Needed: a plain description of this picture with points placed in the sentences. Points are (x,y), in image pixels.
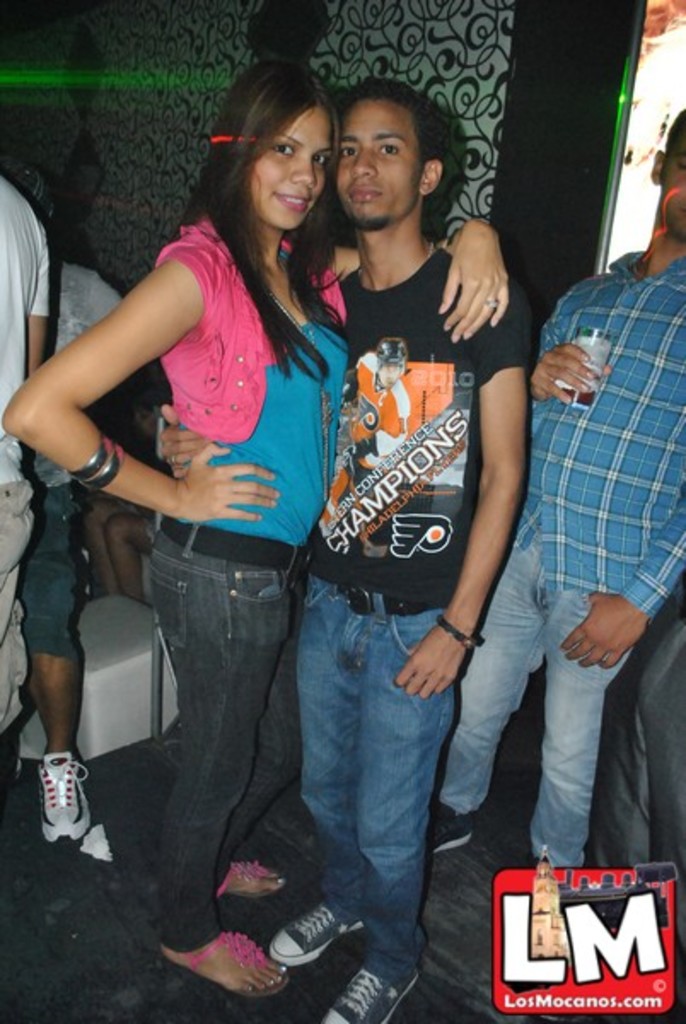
In the image there is a man (406,409) with black t-shirt (395,583) and jeans (405,848) hugging a girl (261,448) beside him in blue and pink shirt (242,351), there are few men (685,697) on either side of them, this seems to be inside a bar (418,39).
